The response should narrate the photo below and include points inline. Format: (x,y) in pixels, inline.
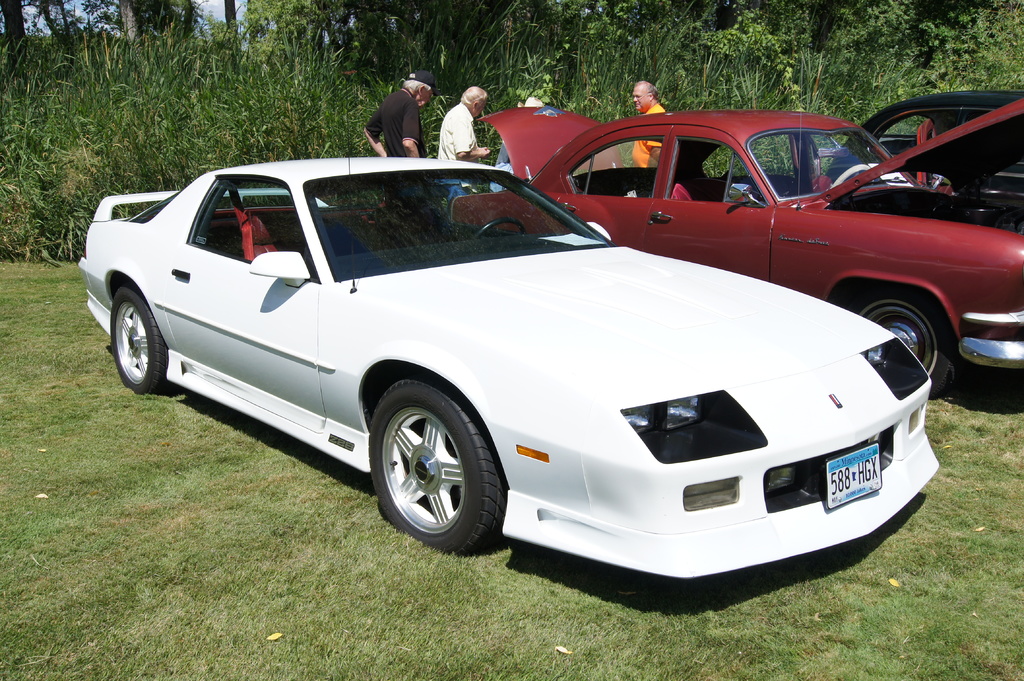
This picture shows few cars (225,299) parked and we see a car (709,187) open trunk (555,118) and bonnet (989,157) and we see few people (454,127) standing and we see plants (394,68) and trees (774,35) and grass (86,524) on the ground (177,625).
